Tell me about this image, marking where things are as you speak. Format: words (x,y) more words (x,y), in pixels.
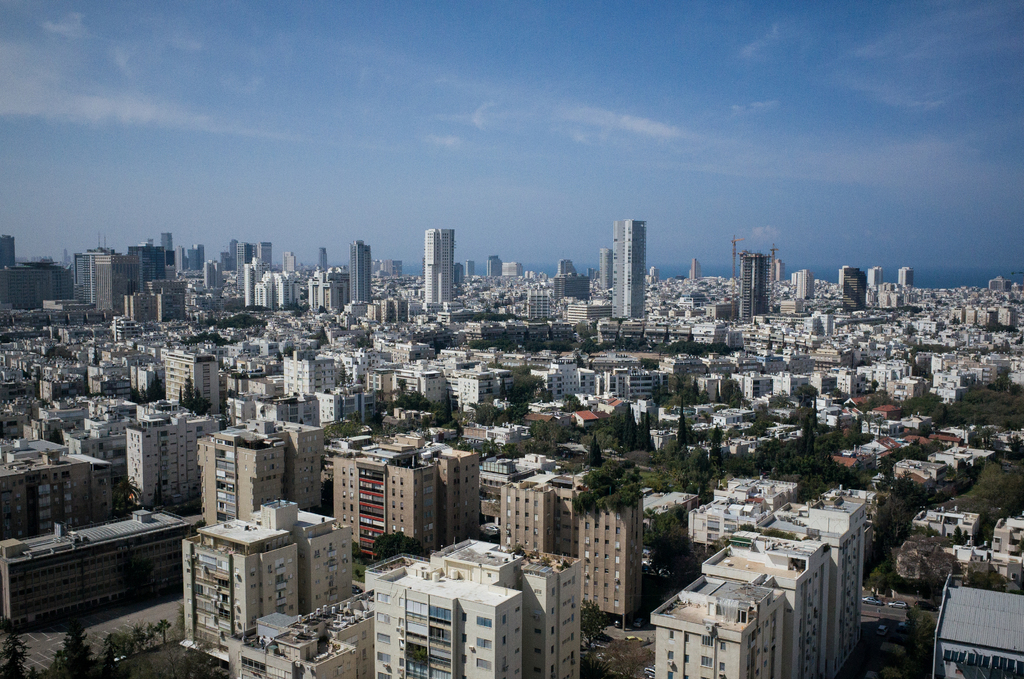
This picture is clicked in the city. In this picture, there are many trees (886,571) and buildings (583,516). In the background (754,269), there are buildings (808,281). At the top of the picture (450,69), we see the sky (358,205), which is blue in color.
